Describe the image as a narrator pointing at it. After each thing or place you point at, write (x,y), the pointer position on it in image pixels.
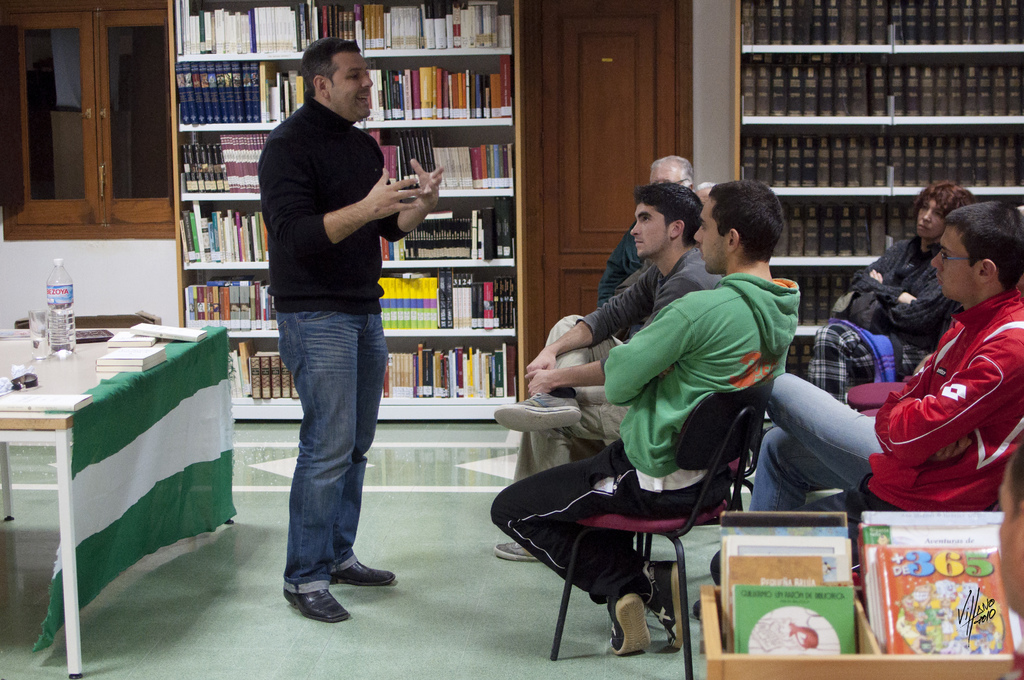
In this image there are group of persons (701,352) sitting and a person (370,324) standing at the middle of the image (378,267) at the left side of the image (86,401) there are books (63,409) water bottles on the table (145,390) and at the background of the image (104,185) there are books (475,176), door (599,146), window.
